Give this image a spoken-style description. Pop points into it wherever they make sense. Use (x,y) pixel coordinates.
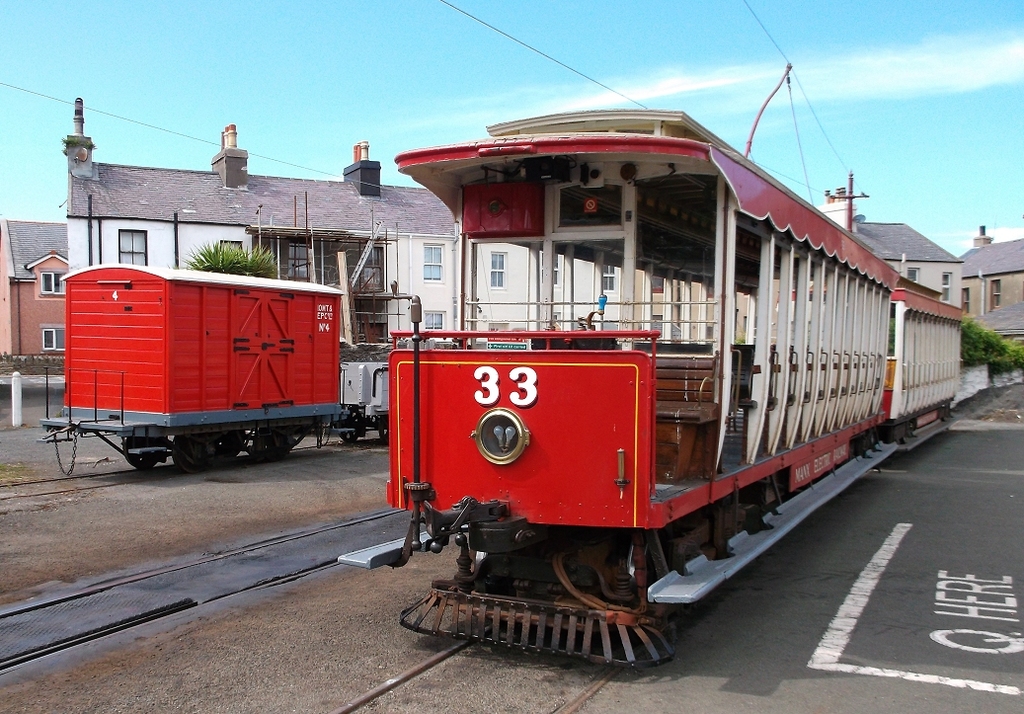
In this picture I can see trains (635,483) on railway tracks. In background (172,184) tree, buildings (342,250). poles (850,191) which has wires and the sky (446,72). Here I can see white lines (917,674) and something written on the road (889,650).
